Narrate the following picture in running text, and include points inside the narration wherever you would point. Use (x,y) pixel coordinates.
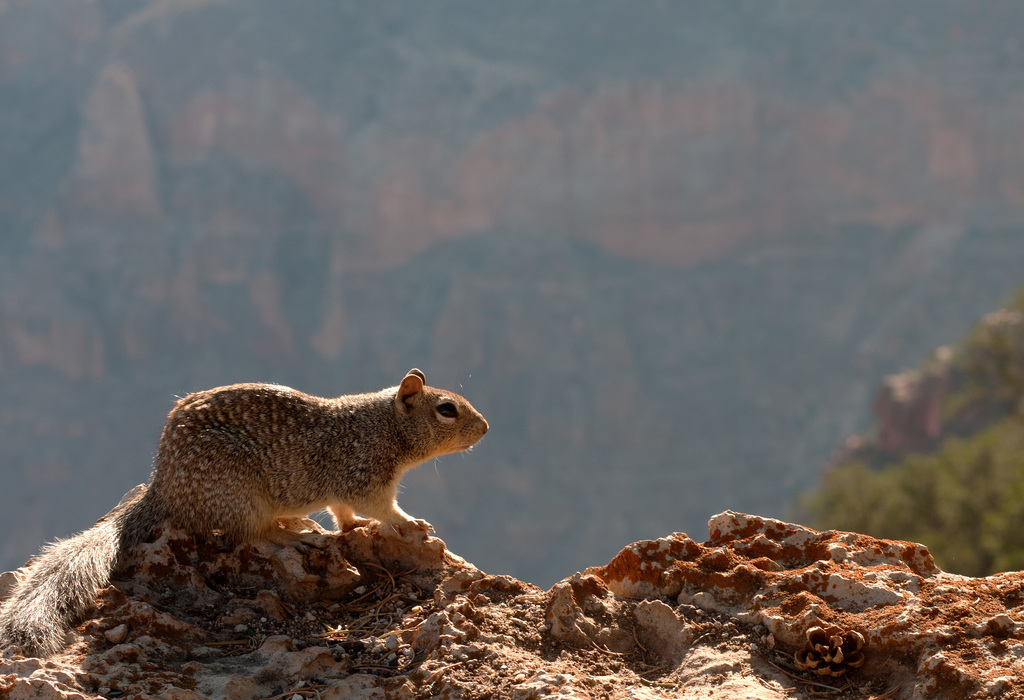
In the image we can see there is a squirrel (401,476) standing on the rock surface (376,563). Behind the image is little blurry.
